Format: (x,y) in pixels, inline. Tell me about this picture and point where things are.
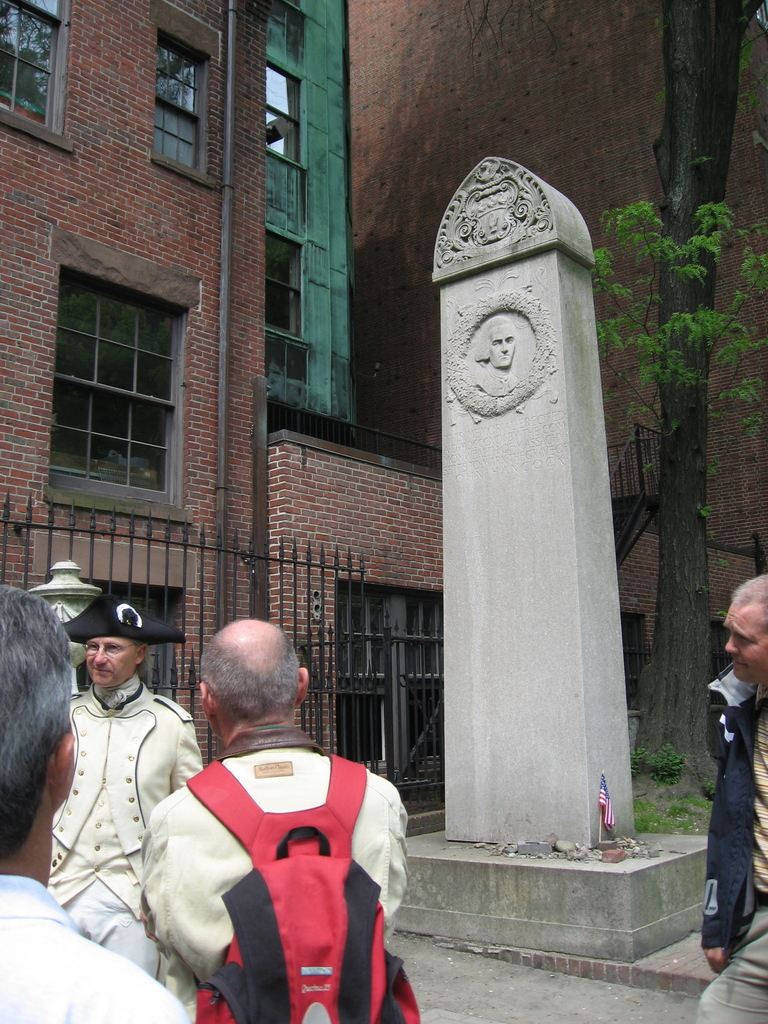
In this image, we can see people (214,850) and one of them is wearing bag (293,898). In the background (453,431), there is a stone (520,437) and we can see buildings (734,435) and trees (671,345).
